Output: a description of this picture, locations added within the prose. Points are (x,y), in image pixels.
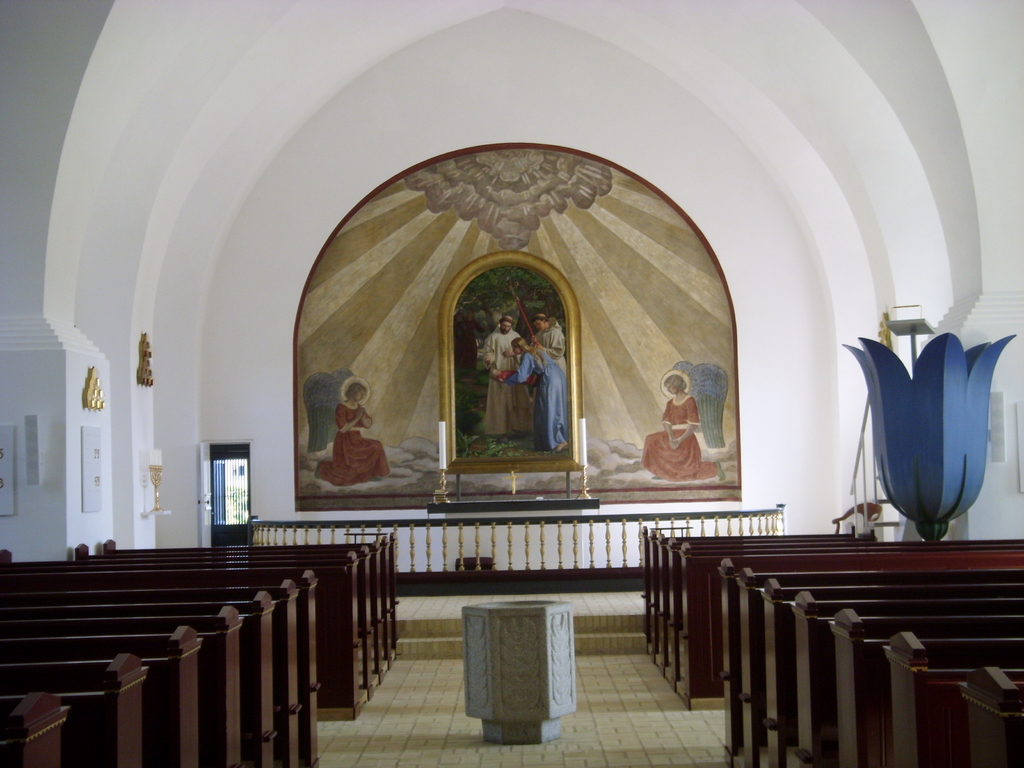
Here we can see an inside view of a building (546,88), on the right side (807,667) and left side (322,591) there are benches (756,698), in the background (543,88) there is a wall (599,166), we can see a photo frame (515,388) of Jesus (505,360), there are two candles (583,443) here.
